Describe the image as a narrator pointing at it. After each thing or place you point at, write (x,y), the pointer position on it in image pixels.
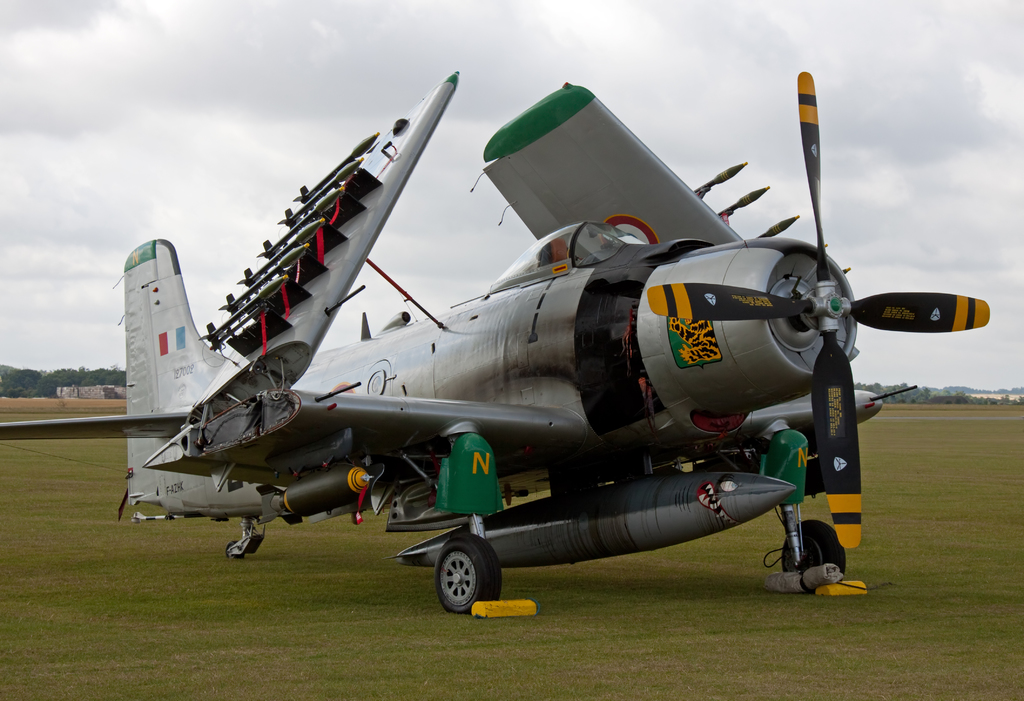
This is an outside view. In the middle of the image (397,460) there is an aircraft (640,457) on the ground (319,665). In the background (36,393) there are trees (84,382). At the top of the image (376,78) I can see the sky (875,51) and clouds (907,15).
